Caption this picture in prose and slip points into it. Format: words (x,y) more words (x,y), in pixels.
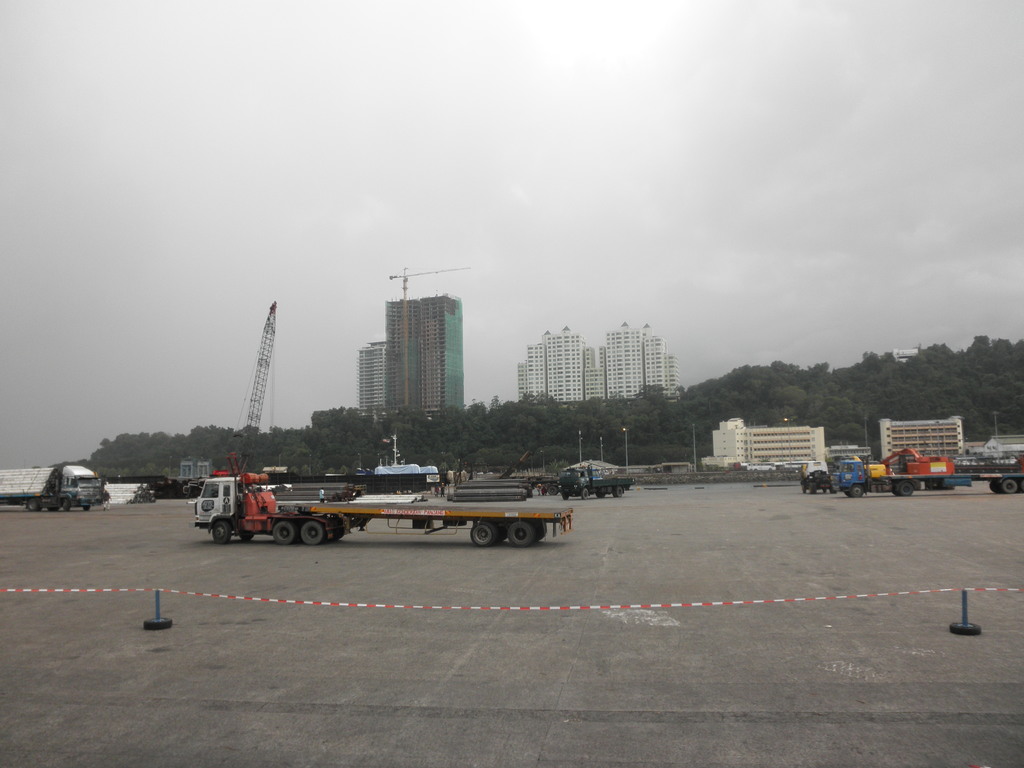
In this image there is the sky (628,190), there are buildings (460,367), there are trees (586,420), there are poles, there are objects (479,486) on the ground (837,563), there are vehicles (422,509), there is a vehicle (69,485) truncated towards the left of the image (56,481), there is a vehicle (978,477) truncated towards the right of the image (959,474), there is a house (1007,446) truncated towards the right of the image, there are stands (158,614) on the ground (930,619), there is a rope (371,605) truncated.
